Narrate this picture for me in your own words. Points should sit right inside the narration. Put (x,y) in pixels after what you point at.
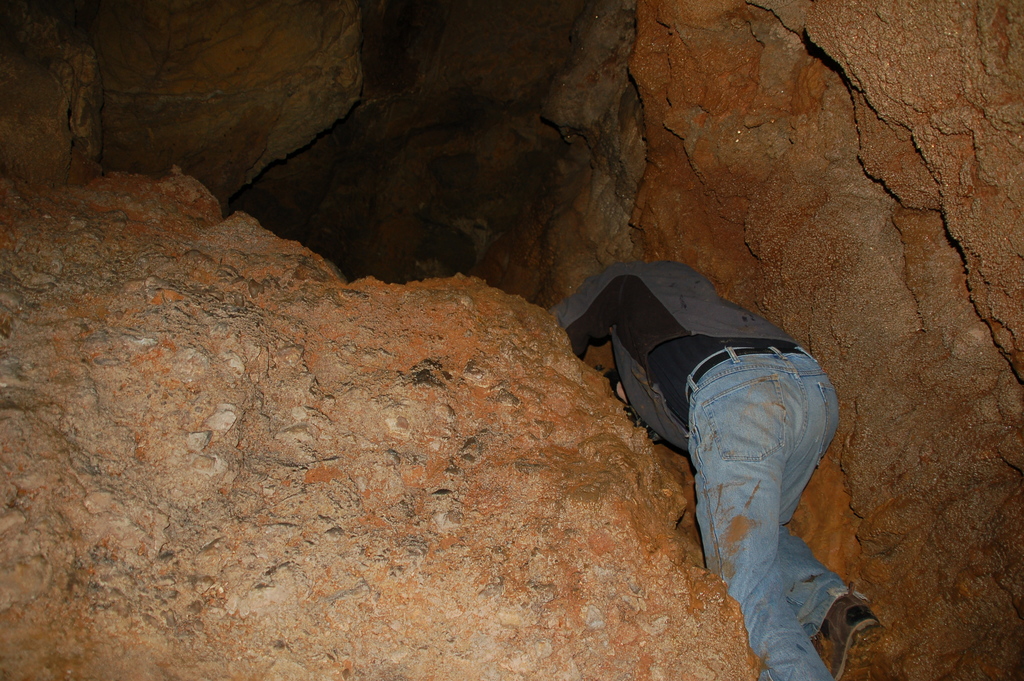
In this image we can see a man (593,332), there are rocks (534,284).
